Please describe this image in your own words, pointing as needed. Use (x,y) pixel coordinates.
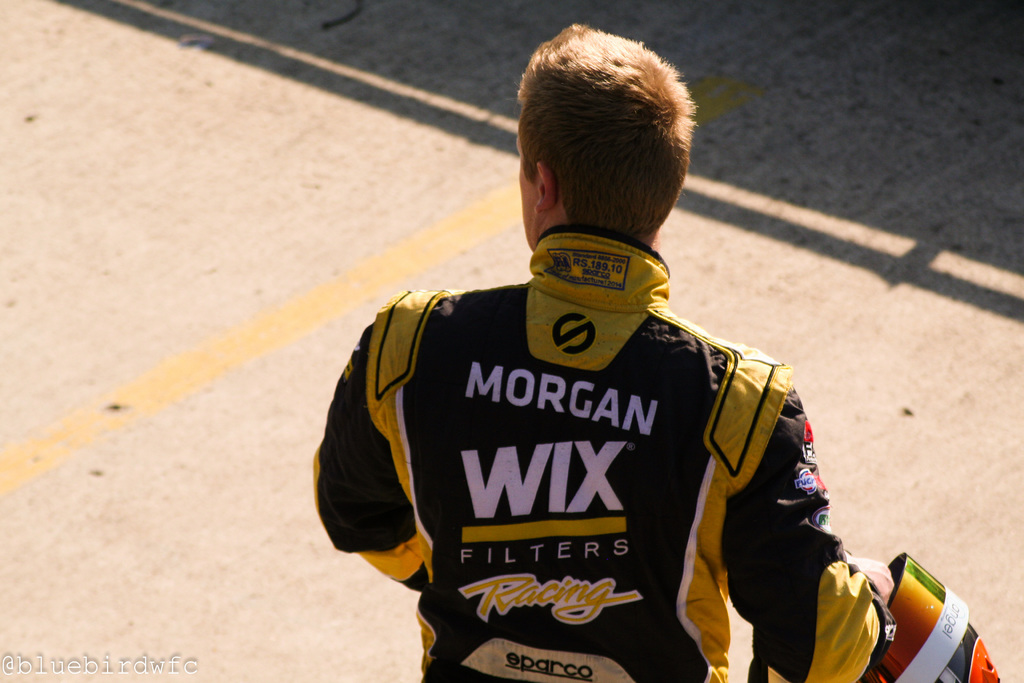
In this image I can see a man (496,453) is standing. The man (620,496) is holding a helmet (911,631) in the hand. Here I can see a yellow color line (94,429) on the road (79,632).
